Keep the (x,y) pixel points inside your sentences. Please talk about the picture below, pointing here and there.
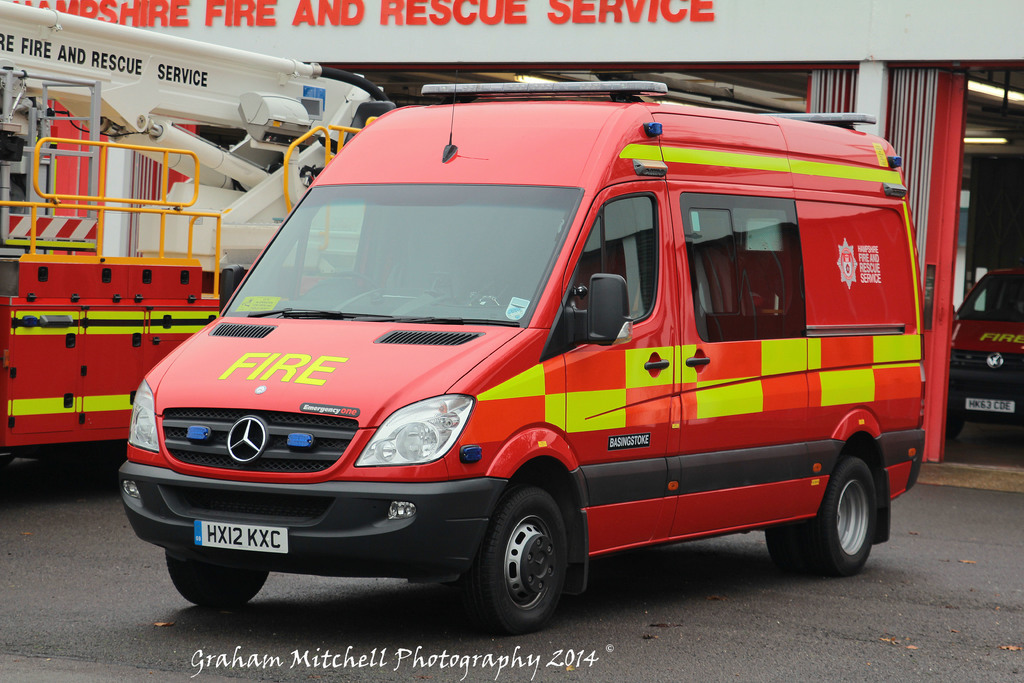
In the image there are fire rescue vehicles (349,237) and behind the vehicles (199,94) there is a compartment (963,47) and there is another vehicle (982,380) inside that compartment (951,44).
